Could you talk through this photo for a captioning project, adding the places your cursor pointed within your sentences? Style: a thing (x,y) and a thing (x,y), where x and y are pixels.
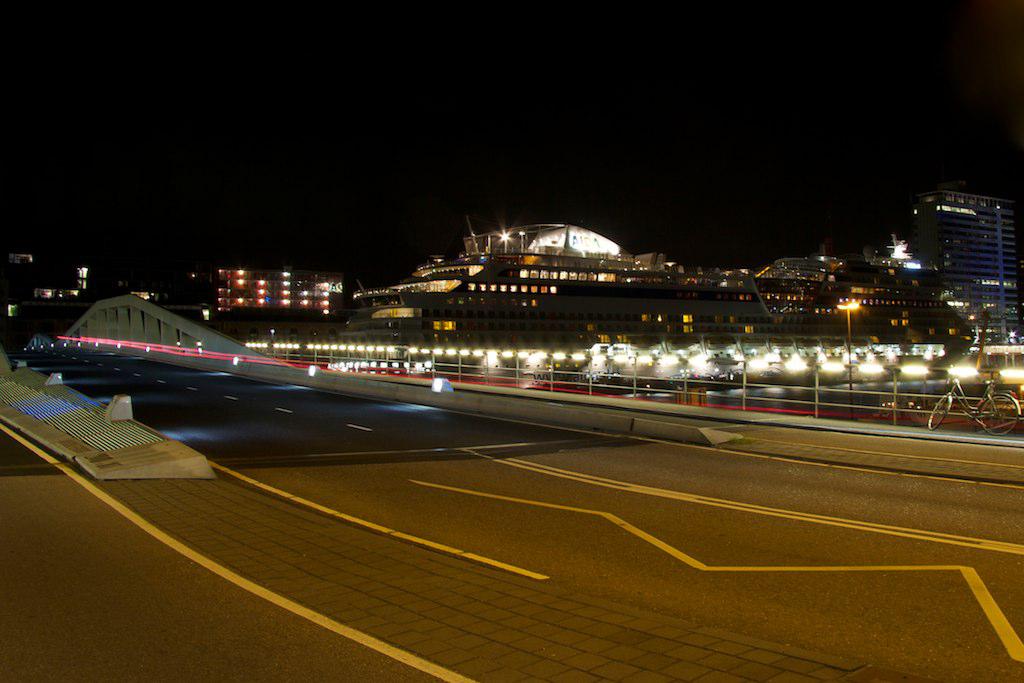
In this image we can see there are buildings (316,285) with lights (914,349) and we can see the bicycle (1010,398) near the fence (958,414). And there are stones (107,452), wall (160,342), railing (465,366), road (119,379) and dark background.
